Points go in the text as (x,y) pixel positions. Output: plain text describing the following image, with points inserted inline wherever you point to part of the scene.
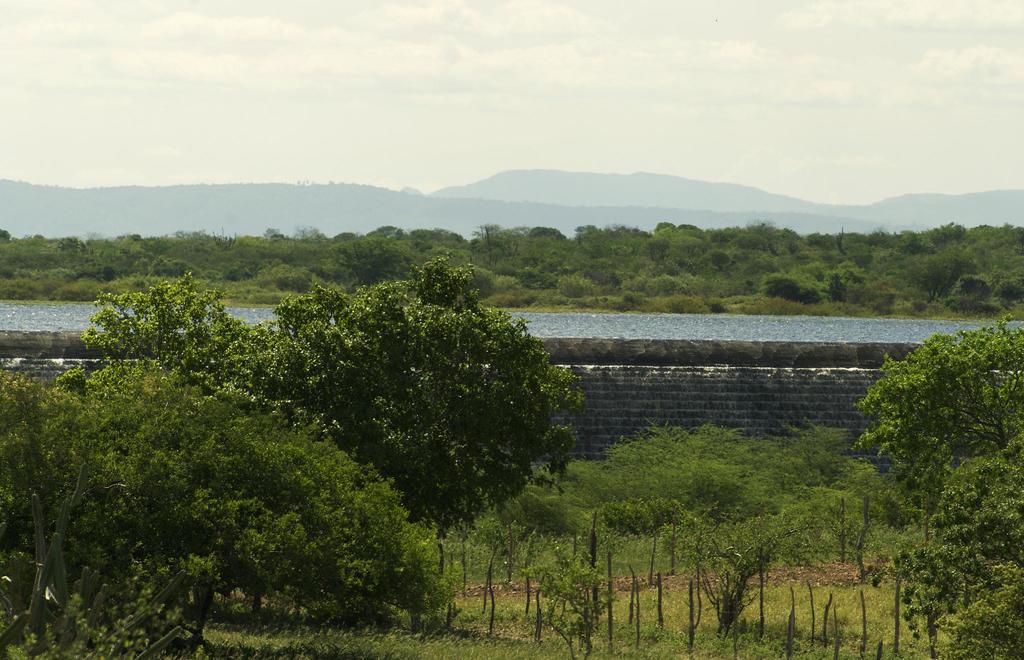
These are trees (560,412) of green color, this is water (619,332) and a sky (630,134).
